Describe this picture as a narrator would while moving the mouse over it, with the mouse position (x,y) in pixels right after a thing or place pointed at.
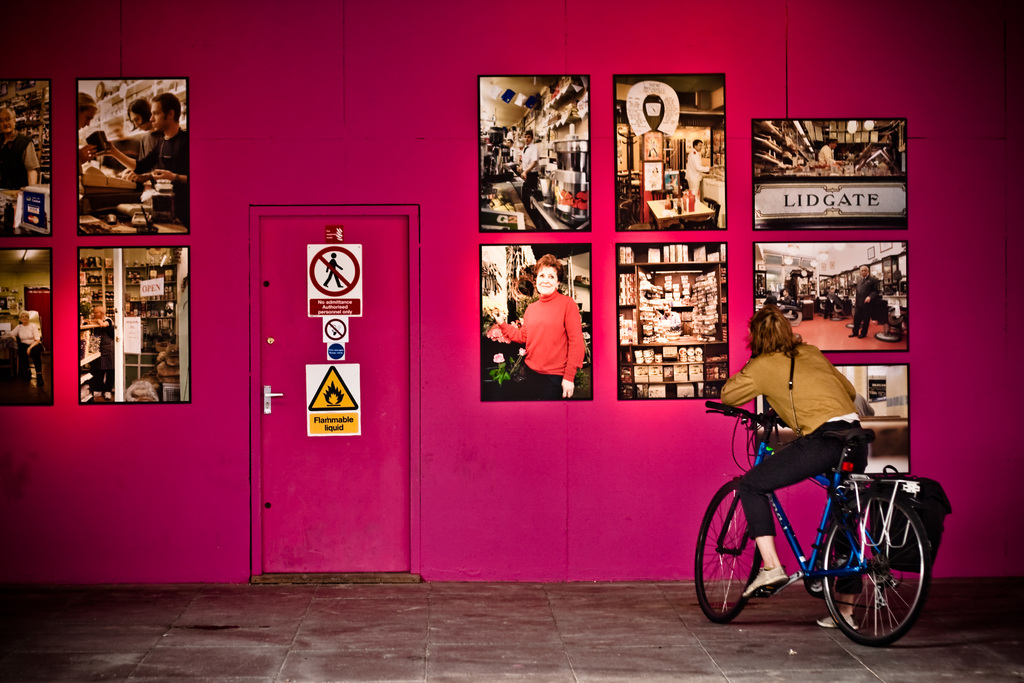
In this image I can see a person (773,486) on the bicycle (880,562) and there are some signs (331,319) to the door (333,472), frames (657,271) to the wall (600,237).
